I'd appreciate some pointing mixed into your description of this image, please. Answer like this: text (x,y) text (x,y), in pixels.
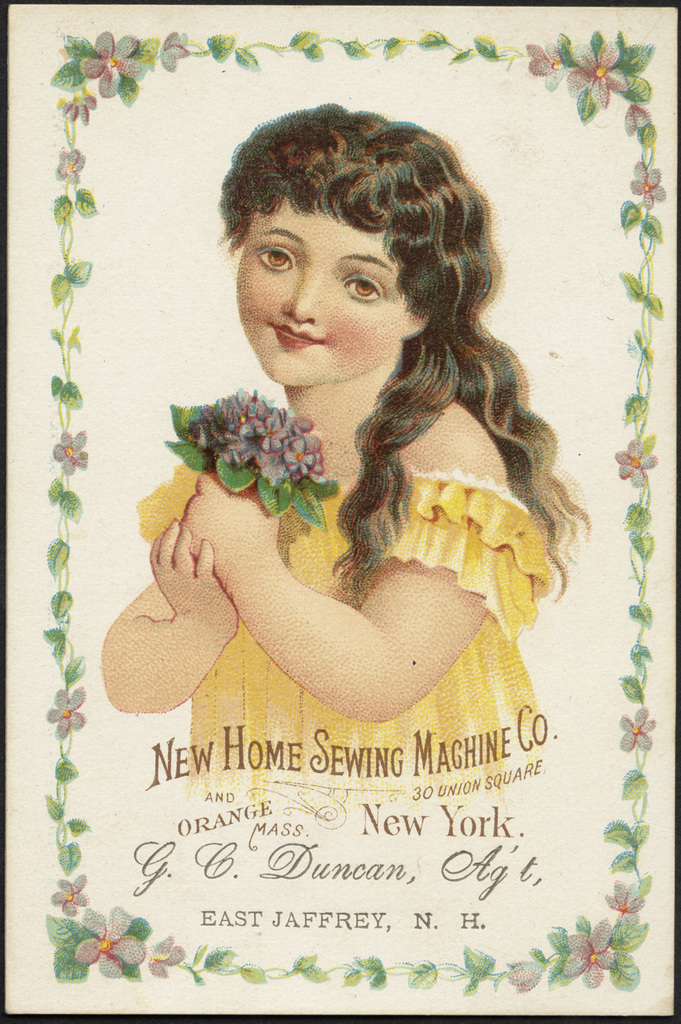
In this picture we can see a paper (660,1003), there is a painting (501,686) of a person (348,633), flowers (283,444) and design (75,73) on this paper (545,873), we can see some text (376,768) at the bottom (376,829).
